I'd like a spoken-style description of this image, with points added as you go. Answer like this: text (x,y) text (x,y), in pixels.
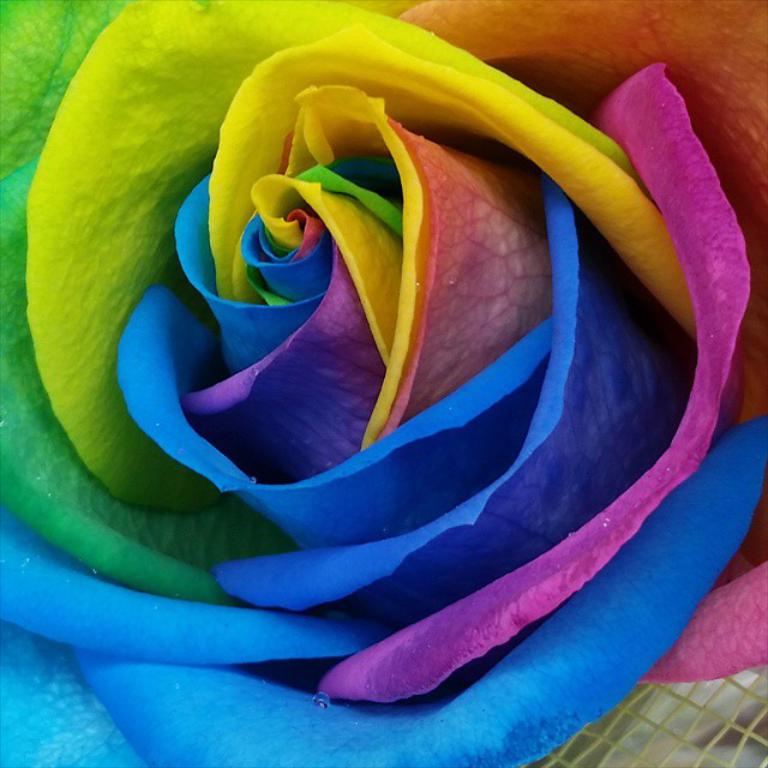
Here we can see a multi colored flower (360,417). On the right (674,715) at the bottom corner (632,726) we can see a mesh (632,726).
